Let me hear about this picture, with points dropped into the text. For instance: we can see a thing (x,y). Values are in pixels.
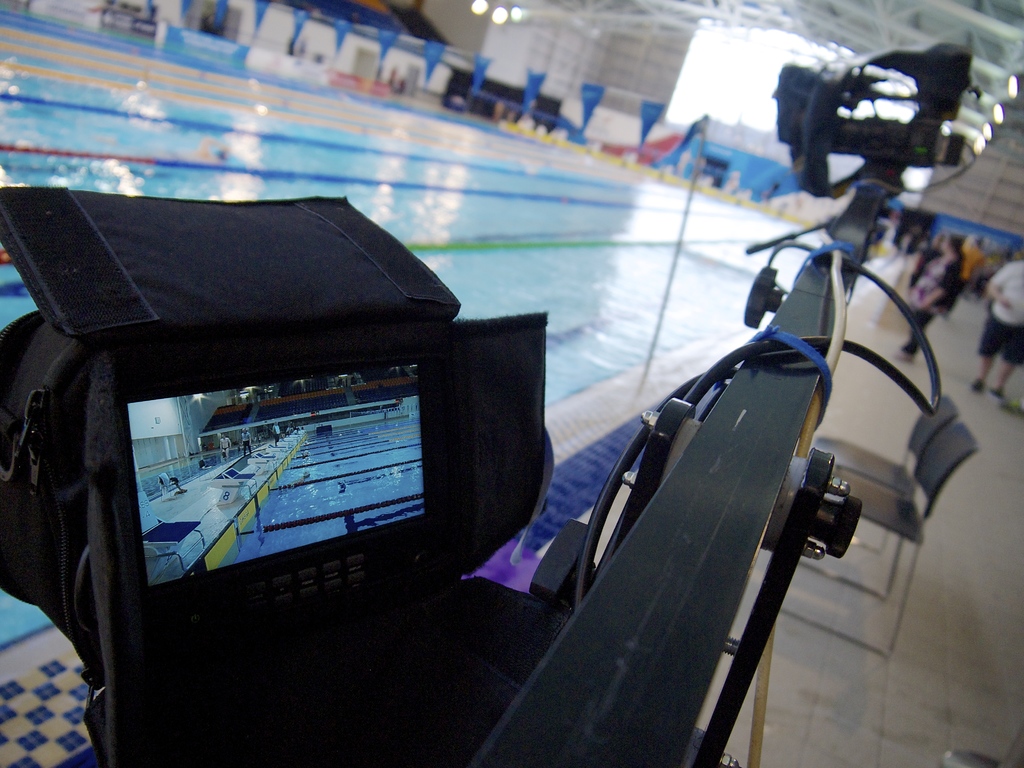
In this picture we can see a screen (220,450), chairs (939,413), wires (787,356), water (648,223), flags (651,119) and some people (978,246) standing on a platform (934,534) and in the background (533,42) we can see the wall (541,21), lights (474,9).
